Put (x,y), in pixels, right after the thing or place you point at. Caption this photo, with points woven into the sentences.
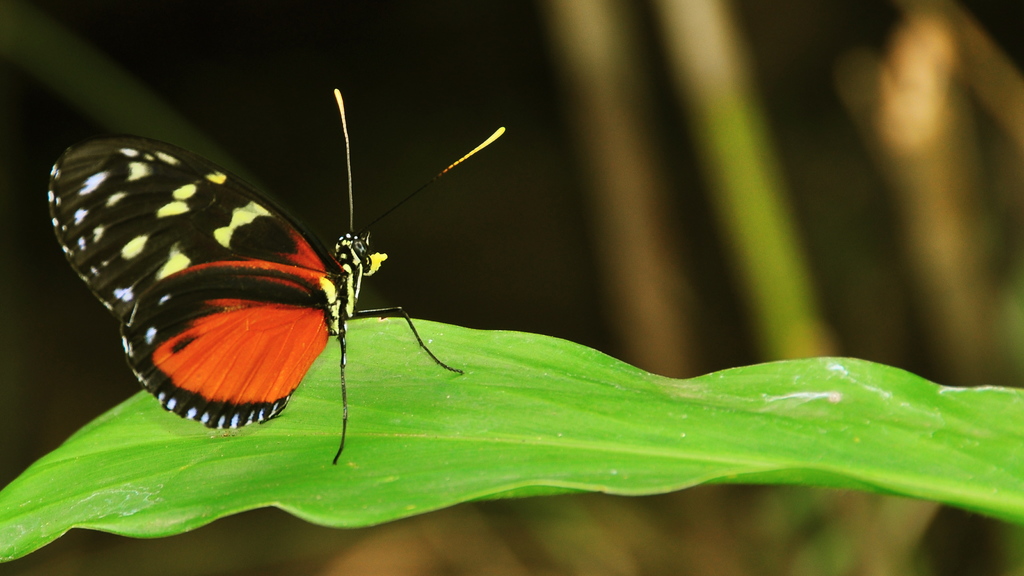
In this image I can see there is a butterfly (88,169) sitting on the leaf (536,440) and it has colorful wings (93,188), the backdrop of the image (565,100) is blurred.
